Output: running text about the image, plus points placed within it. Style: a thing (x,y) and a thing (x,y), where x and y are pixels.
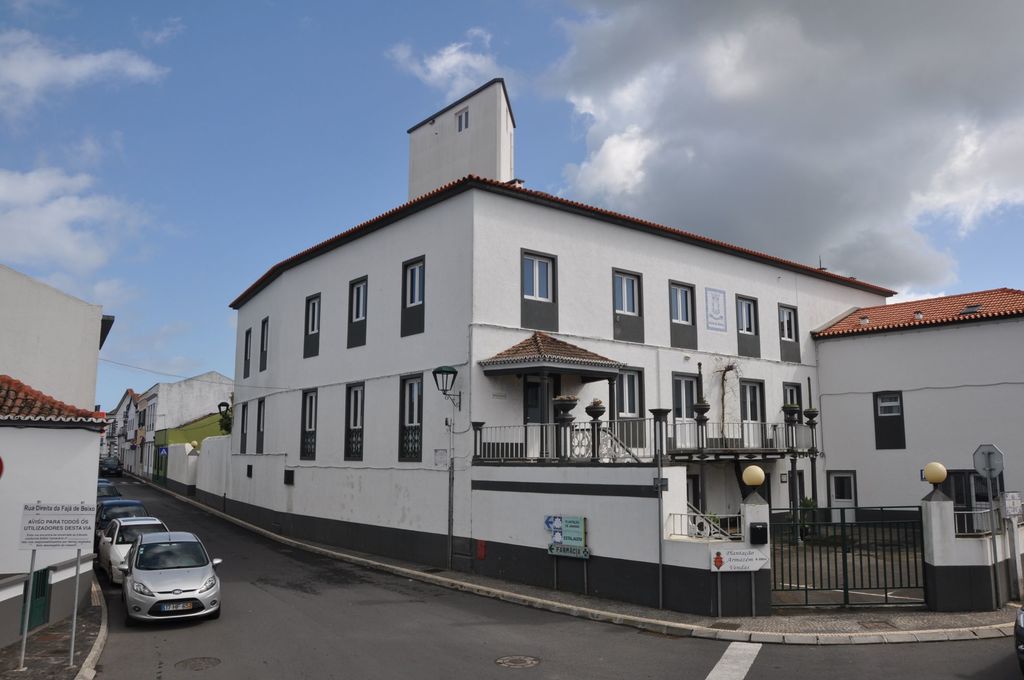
In this picture I can see vehicles (205,611) on the road (268,658), there are buildings (643,482), there are boards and iron grilles (803,521), and in the background (404,123) there is the sky (860,144).
